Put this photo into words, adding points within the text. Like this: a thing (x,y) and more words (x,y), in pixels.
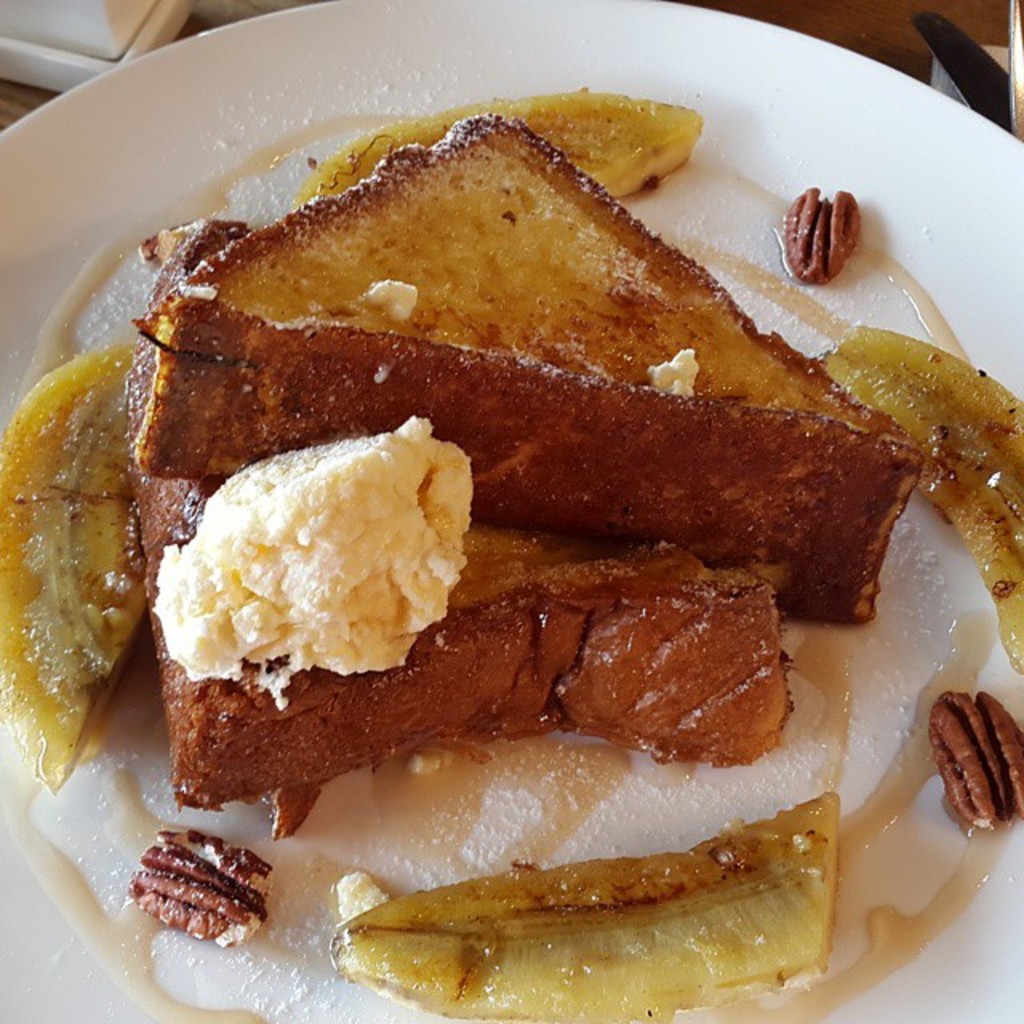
In this image we can see a plate (46,168) with some food (544,369) on the wooden surface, which looks like a table (998,38).
